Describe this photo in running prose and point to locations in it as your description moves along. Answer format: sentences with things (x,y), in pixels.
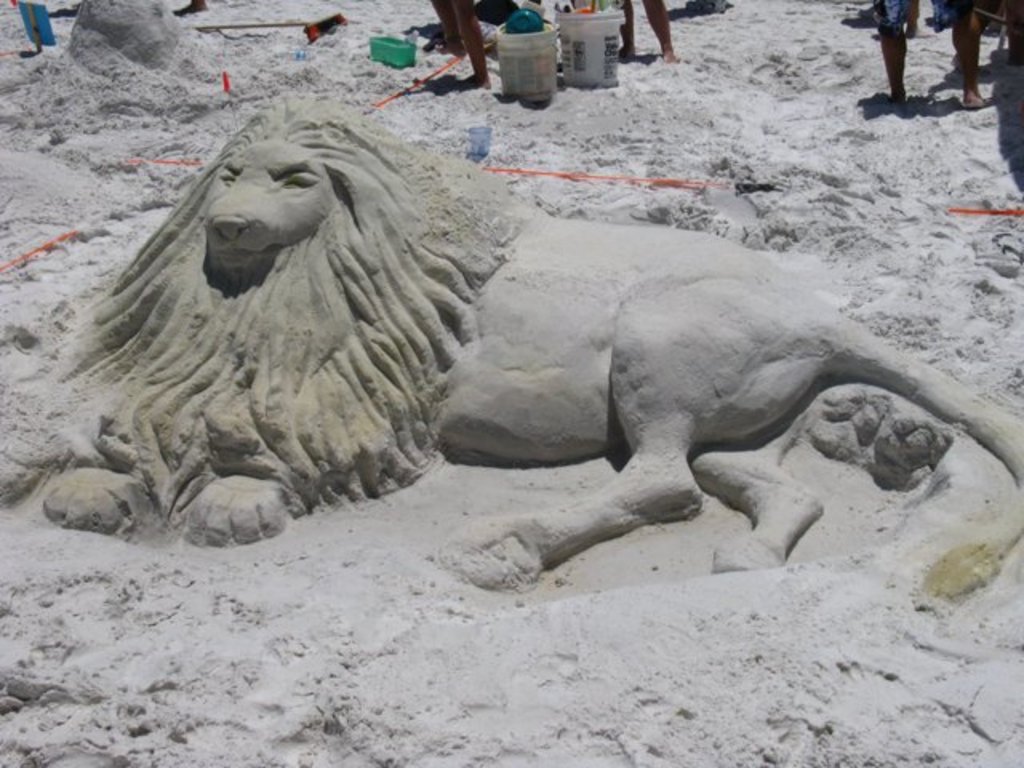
In this image we can see a sand sculpture (435,444). At the top of the image (609,70) we can see containers (530,52), sticks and some objects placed on the ground (502,115) and we can also see some people (941,13) standing.
